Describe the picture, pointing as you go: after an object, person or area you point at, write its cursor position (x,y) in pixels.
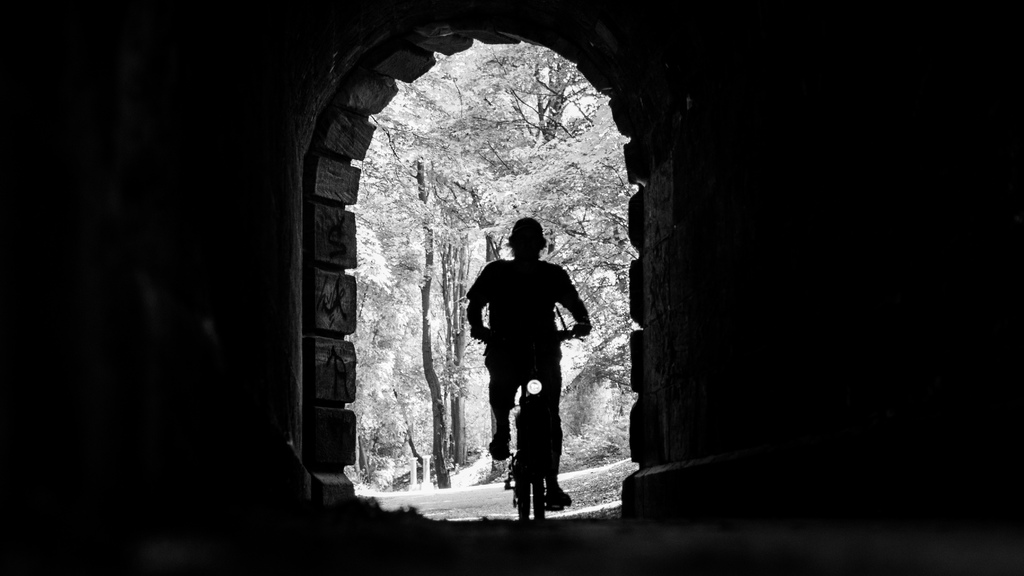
In this image in the center (526,329) there is a person (528,332) riding a bicycle (537,366). In the background (477,183) there are trees (458,159) and there is an arch (328,463) in the center (647,348).
